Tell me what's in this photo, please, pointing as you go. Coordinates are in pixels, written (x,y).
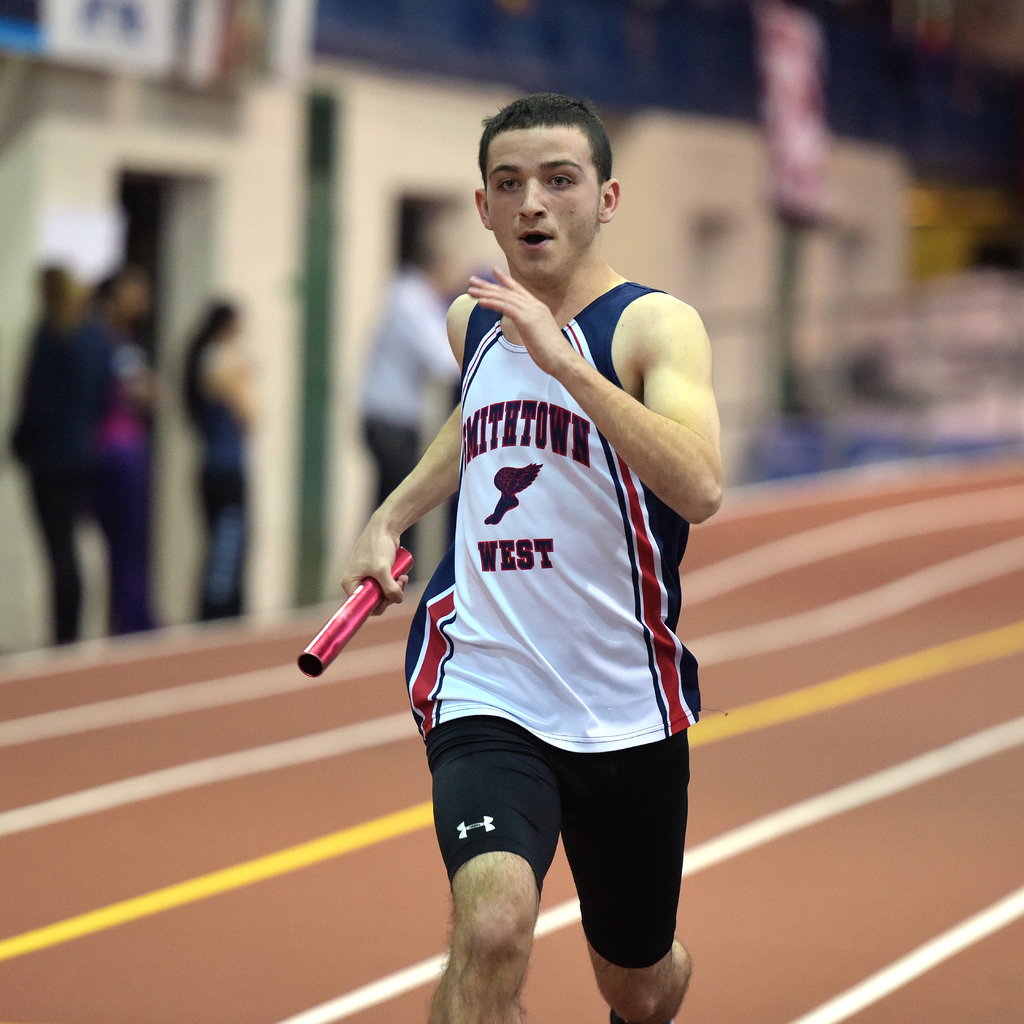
In this picture we can see a man (470,868) holding a rod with his hand (360,563) and running on the ground (1014,667) and in the background (82,454) we can see some people (91,413) standing, building (350,171) and it is blurry.
